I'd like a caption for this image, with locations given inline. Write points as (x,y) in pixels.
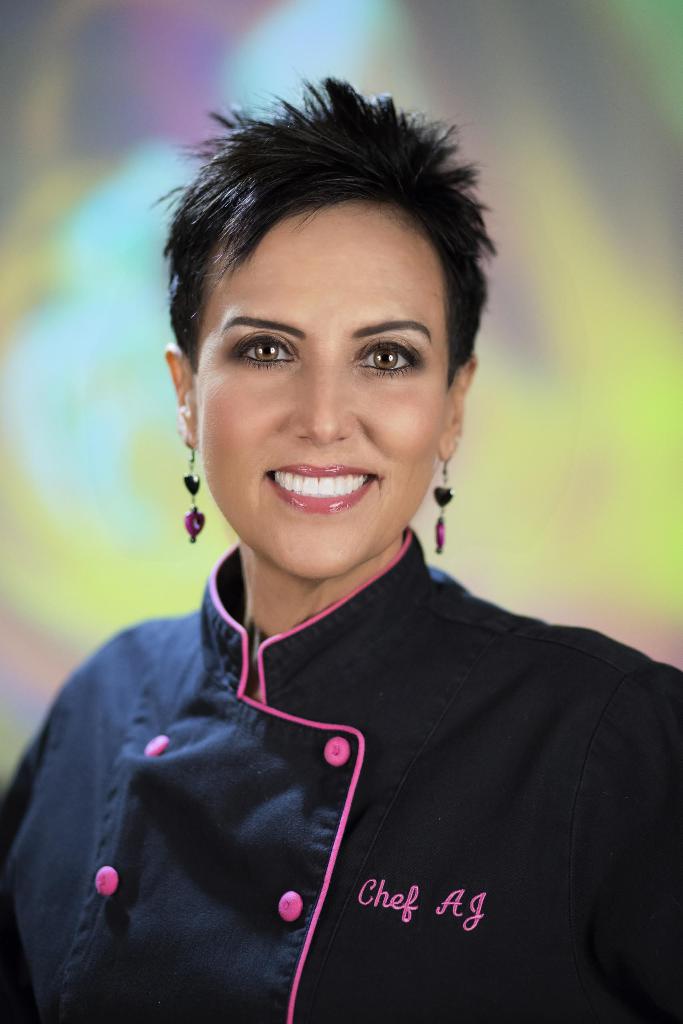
In this image I see a woman (375,239) who is smiling and I see that she is wearing black and pink color dress (261,668) and I see 2 words (442,899) written over here and it is colorful in the background (537,310) and I see that it is blurred.
